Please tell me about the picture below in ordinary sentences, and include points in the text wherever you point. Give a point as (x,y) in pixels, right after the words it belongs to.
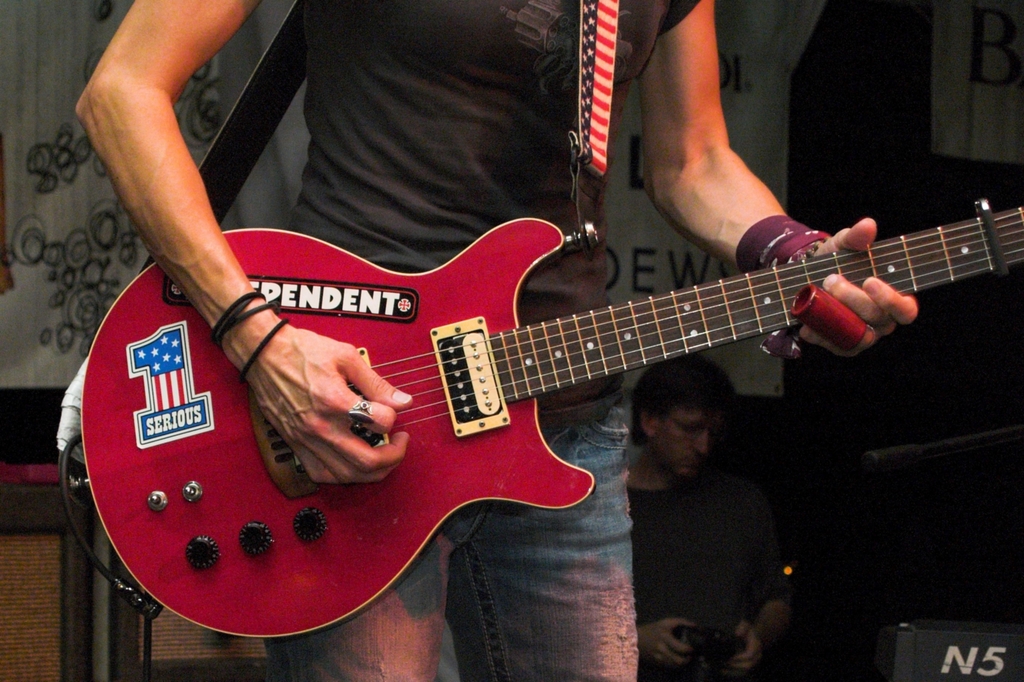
There is a man (665,125) standing and holding a guitar (423,503) wearing faded jeans (621,591) and t-shirt (421,131). On the background (91,208) there is a design (73,225) and another man (714,503) holding a camera (696,636) on the back side (675,431) near to the wall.
